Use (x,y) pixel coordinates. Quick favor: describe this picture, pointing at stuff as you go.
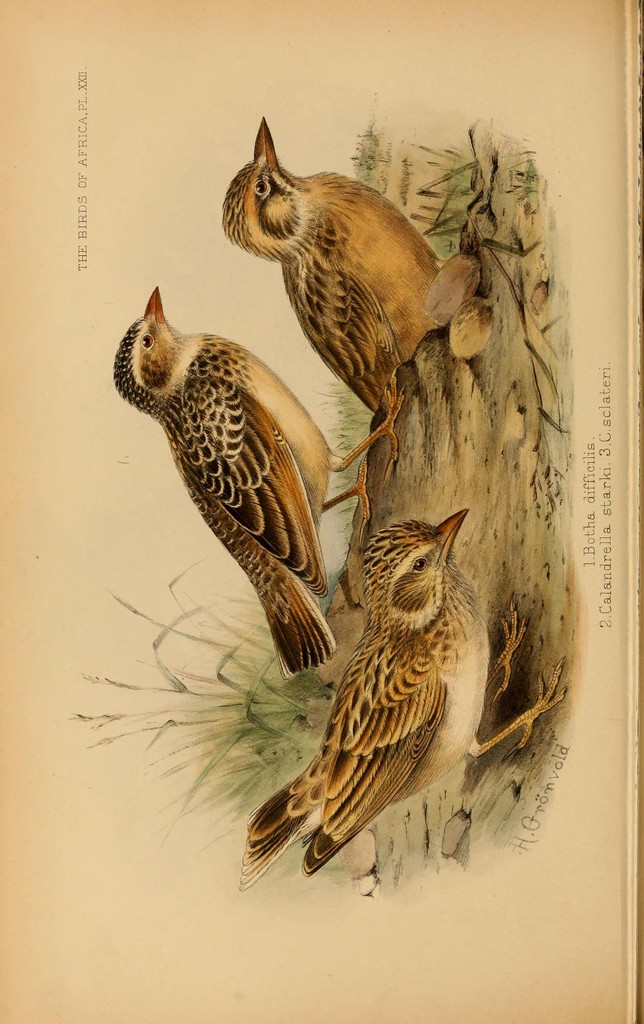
In the image there are pictures (247,475) of birds (442,654) and there is some text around the birds pictures (383,666).
